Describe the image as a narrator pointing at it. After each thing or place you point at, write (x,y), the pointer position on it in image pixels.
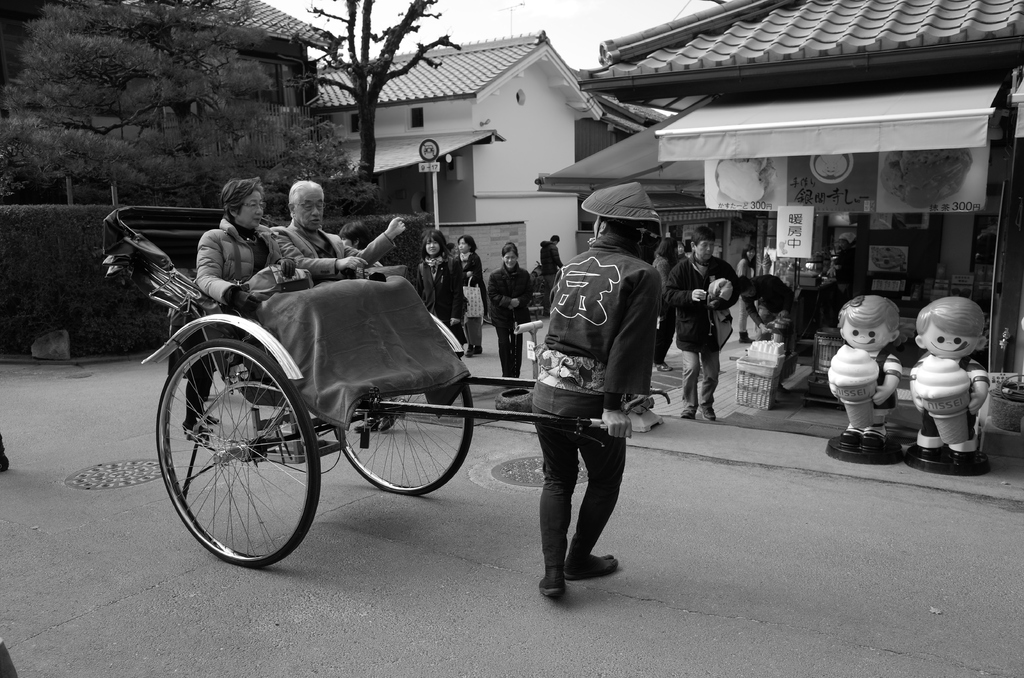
In this image I can see some people (553,278). I can see the houses (435,128) and the trees (241,81). I can also see the image is in black and white color.
